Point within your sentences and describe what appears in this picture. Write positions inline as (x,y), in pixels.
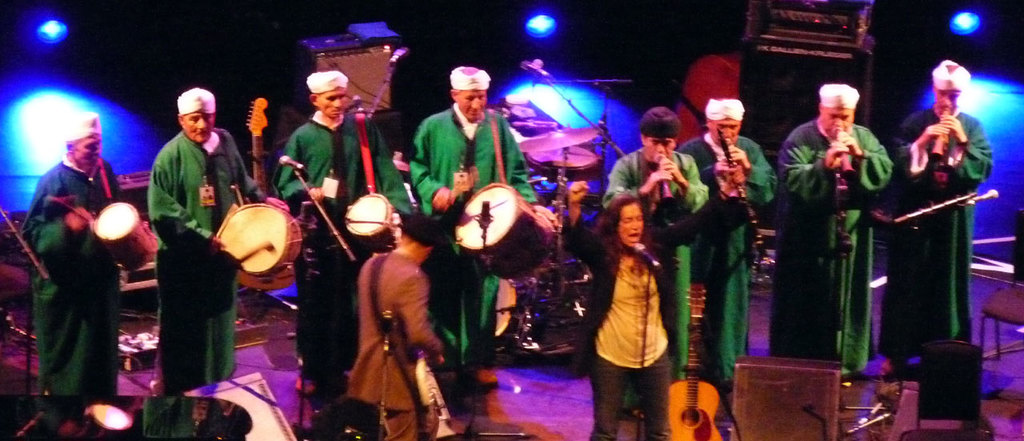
In this picture there are group of men (493,343) standing in a semicircle on a stage (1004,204). All of them are wearing green dresses (929,265) and playing the musical instruments (100,221) like drums (114,229) and flutes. In the center (641,231) there is a woman (620,213) singing on the mike (657,261). Beside her there is a man (404,306) playing the guitar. In the background (576,135) there are musical instruments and lights (589,90).
